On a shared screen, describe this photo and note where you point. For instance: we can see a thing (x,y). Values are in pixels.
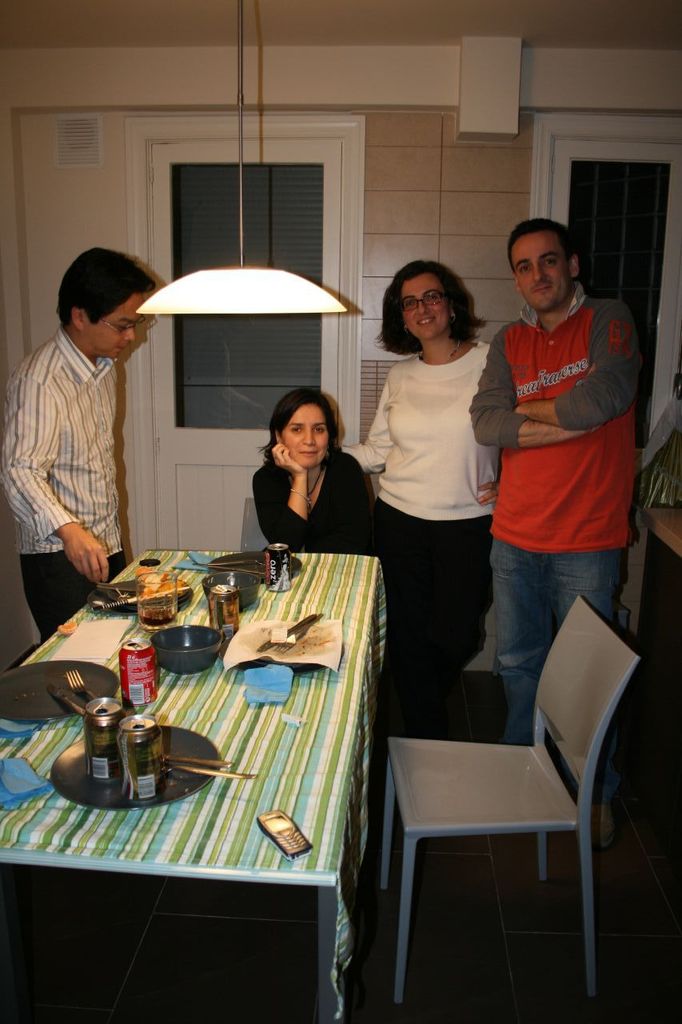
The picture is taken inside a room (134,738) at the corner of the picture two persons (554,505) are standing. One person (565,518) is wearing a red t-shirt (576,521) and jeans (555,595) and another person (440,480) is wearing white t-shirt (443,480) and black pants (443,618), in front of him there is a chair (583,835) and one table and on the table (136,834) there are plates (178,746), cups (155,743), bowls (184,655), glasses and spoons (168,758) and one mobile (273,824) and left corner of the picture (73,328) there is one person (71,506) standing and in the middle (277,440) there is one woman (299,480) sitting on the chair (247,531) and behind them there is a door (264,391) and a wall (510,142) and at the centre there is one lamp (243,292) hanging from the roof (259,10).
